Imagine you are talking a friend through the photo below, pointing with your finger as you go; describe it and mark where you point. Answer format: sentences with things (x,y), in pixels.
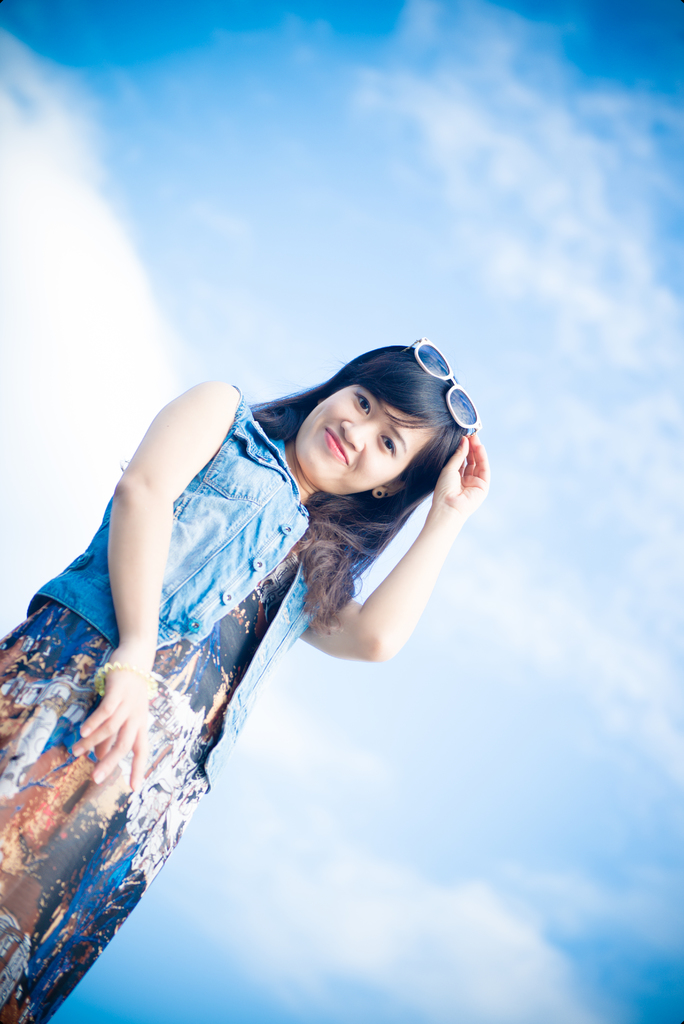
This picture is clicked outside. In the foreground (220,641) we can see a woman (291,490) wearing a jacket (294,599), smiling and standing. In the background (611,438) we can see the sky (462,323) with the clouds (631,549).
